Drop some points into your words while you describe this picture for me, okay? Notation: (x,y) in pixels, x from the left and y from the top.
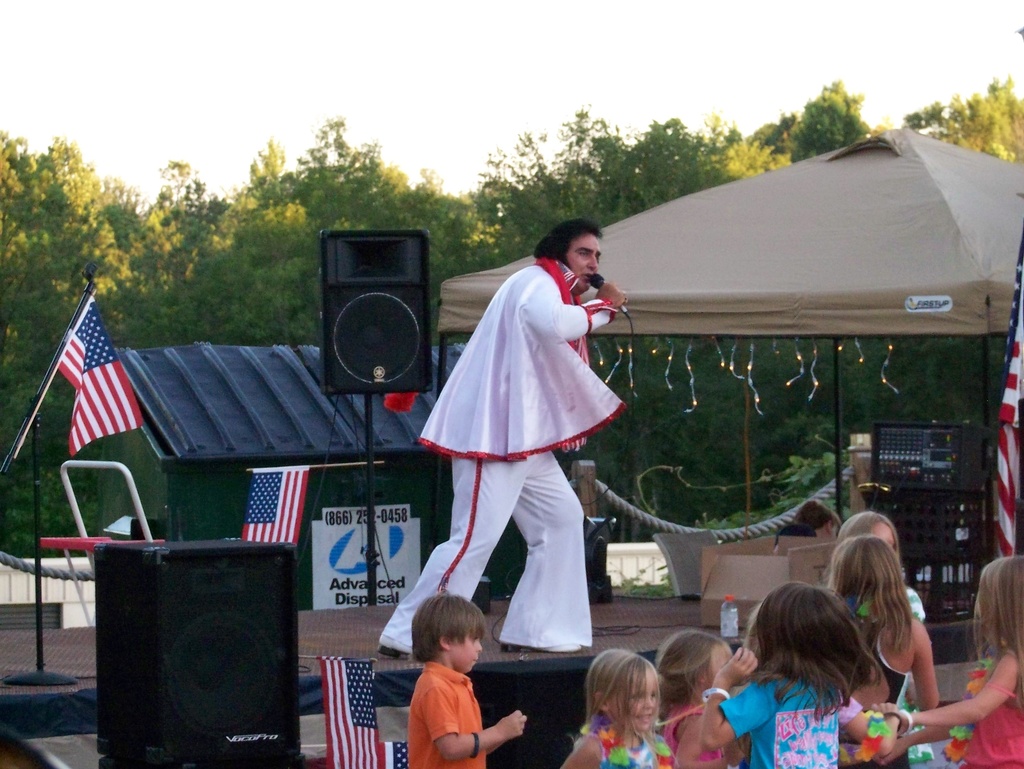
In the center of the image (500,383) we can see a man (578,385) is standing on the stage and wearing costume (555,317) and holding a mic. In the background of the image (627,293) we can see the flags (287,471), shed (324,449), speakers (379,365), tent (970,294), lights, rods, mesh (926,517), boxes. At the bottom of the image (905,631) we can see a group of people (769,707) are standing. In the background of the image (398,193) we can see the trees (596,150). At the top of the image (145,57) we can see the sky (522,89).
